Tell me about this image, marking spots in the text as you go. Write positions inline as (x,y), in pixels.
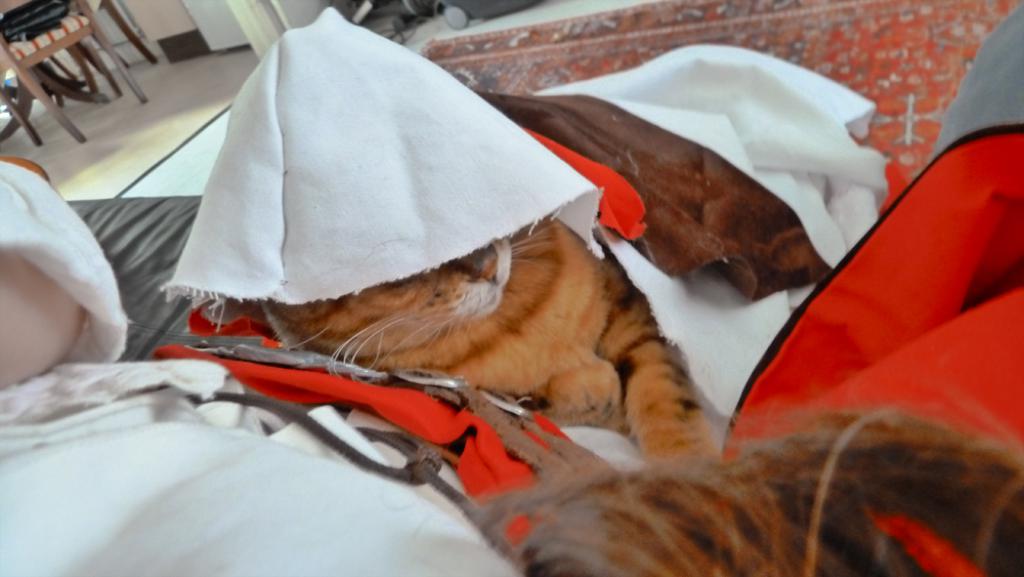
In this picture we can see an animal (445,331), clothes (373,247) and some objects (689,252) and in the background (652,19) we can see the floor (89,193), wall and some objects (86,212).
